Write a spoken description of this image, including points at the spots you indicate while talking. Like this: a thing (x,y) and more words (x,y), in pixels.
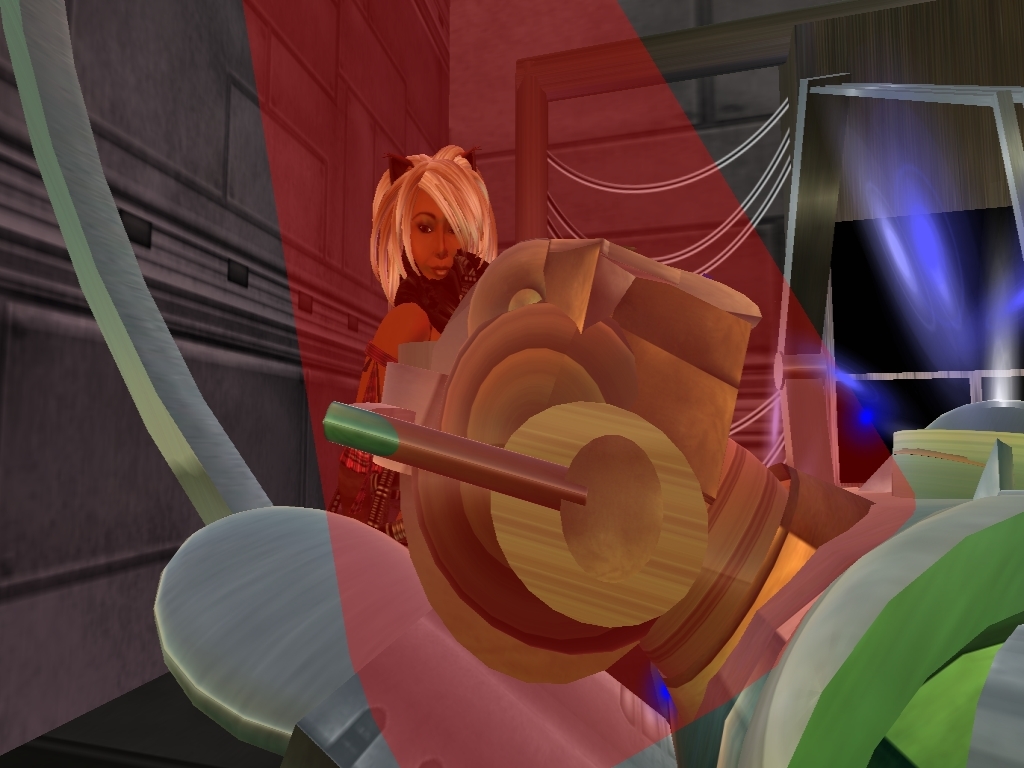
This is a cartoon image where we can see a picture (419,244) of a woman (428,284) in the middle of this image (430,276).
